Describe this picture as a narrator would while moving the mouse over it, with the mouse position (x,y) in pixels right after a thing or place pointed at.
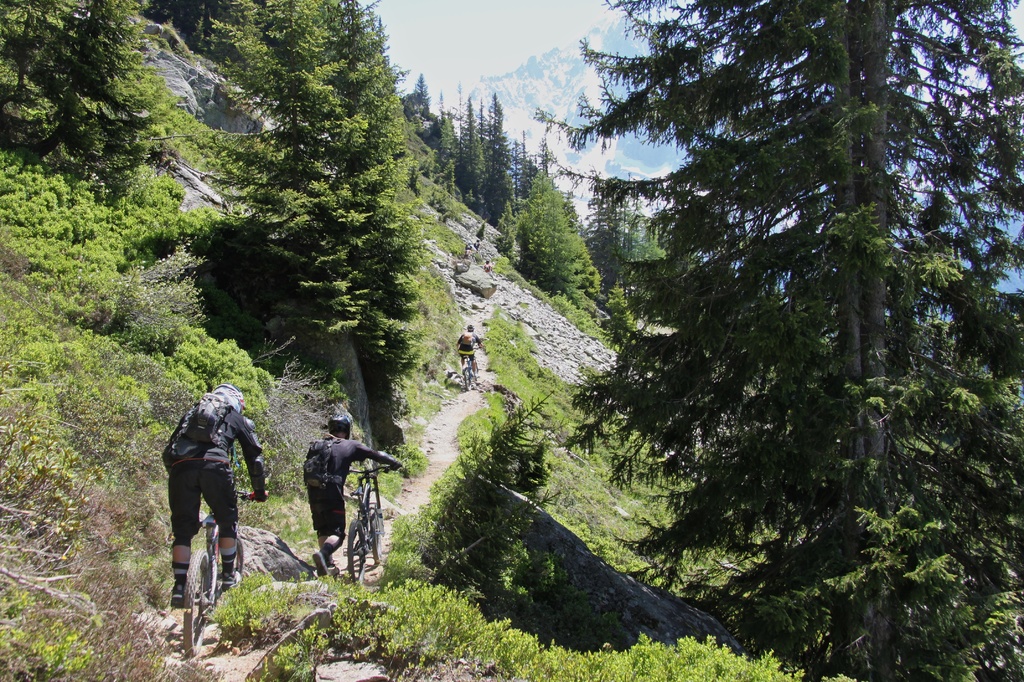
In this image there are some persons (173,512) who are sitting on cycle (209,520) and riding, and also there are some trees (948,437), plants (111,365). And in the background (417,160) there are mountains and trees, at the bottom (343,560) there is a walkway (343,560).
